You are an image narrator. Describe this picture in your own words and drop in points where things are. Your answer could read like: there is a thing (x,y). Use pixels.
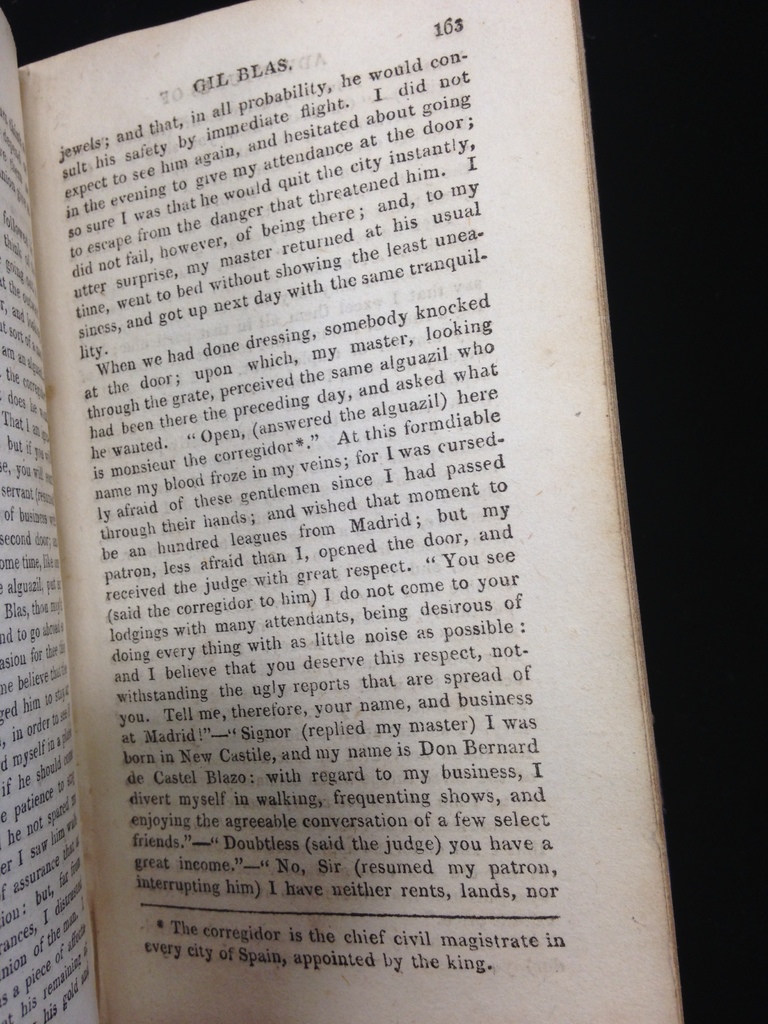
In the image in the center (407,470), we can see one book (342,537). In the book (395,522), we can see something written on it.
